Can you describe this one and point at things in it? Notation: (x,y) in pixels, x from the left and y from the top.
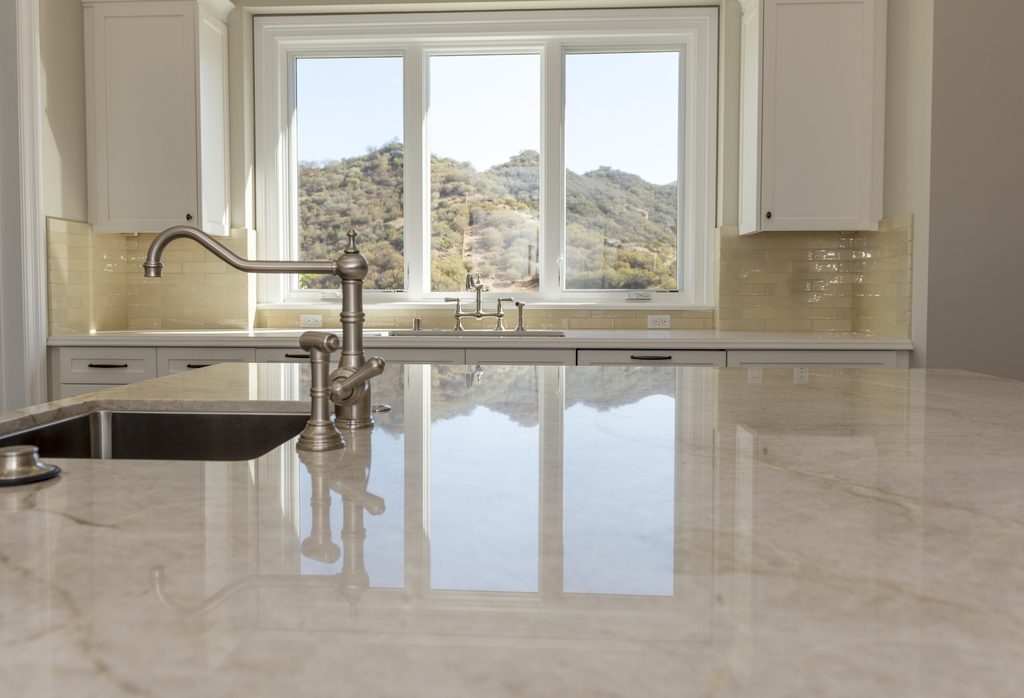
In the picture I can see kitchen tops (477,403) which has a sinks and taps (315,437) on them. In the background (486,269) I can see cupboards (520,357), windows (504,232), trees (493,216), the sky (477,163) and some other objects (190,364).
